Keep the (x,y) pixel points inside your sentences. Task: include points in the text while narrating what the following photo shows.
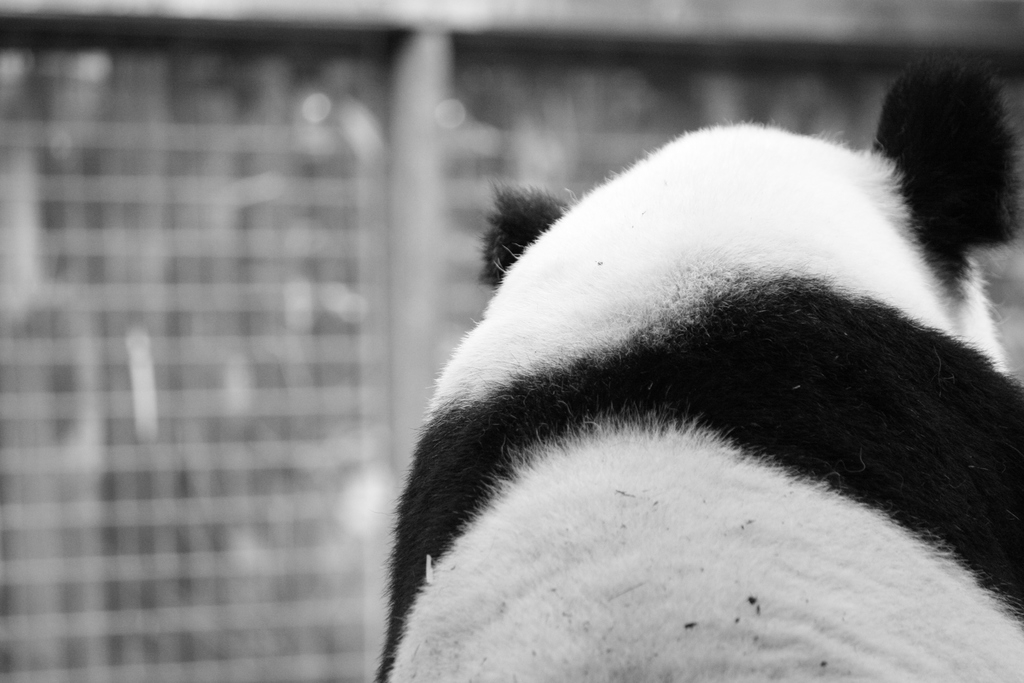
In the image we can see a panda (659,455), white and black in color. The background (308,163) is blurred.
